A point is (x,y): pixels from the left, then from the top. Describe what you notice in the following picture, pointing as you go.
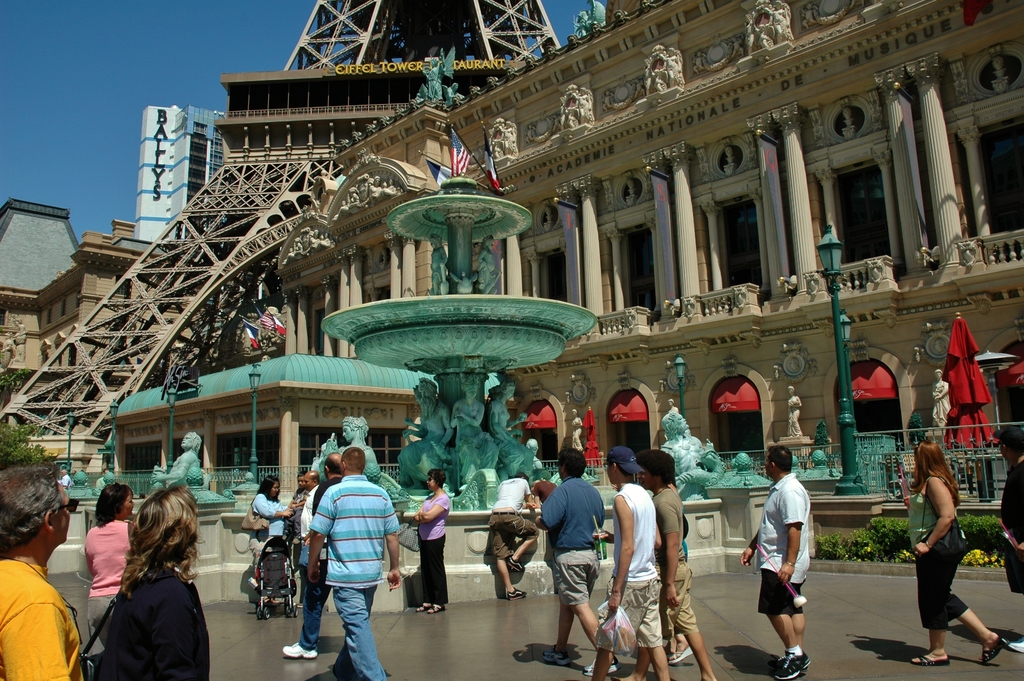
There are people (684,586) in the foreground area of the image (516,476), there are buildings (621,230), pillars (686,293), a tower (398,2), fountain (463,234), flag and the sky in the background (318,158).
